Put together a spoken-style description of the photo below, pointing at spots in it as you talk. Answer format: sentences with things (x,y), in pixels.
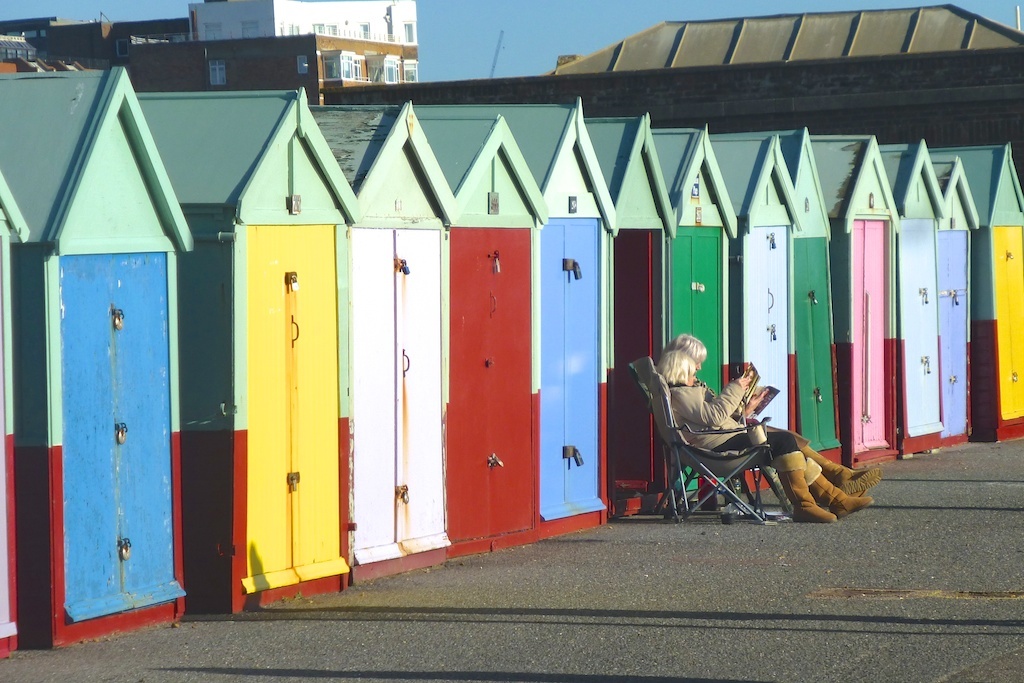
In this image I can see few cabins (323,364). In front of these two persons (724,395) are sitting on the chair (722,453) and holding books (746,392) in their hands (754,409) and looking at the books (752,390). At the bottom of the image (511,661) I can see the road (605,647). In the background (692,49) there are some buildings (318,57). On the top of the image (488,19) I can see the sky (469,27).
